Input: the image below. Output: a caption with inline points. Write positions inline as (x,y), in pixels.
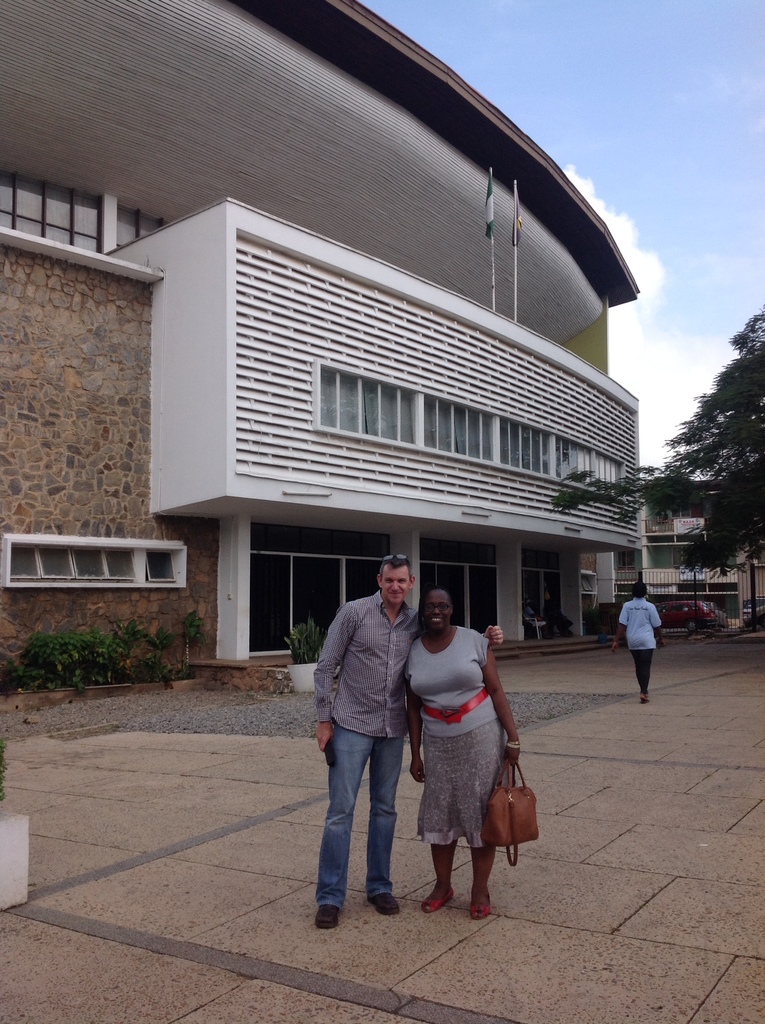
In this image there is the sky (672,138), there are clouds (657,327) in the sky (651,304), there is a building (347,443), there are flags (516,236), there are plants (72,648), there is a tree (725,467) truncated towards the right of the image (729,405), there is a person (655,619) walking, there are two persons (391,743) standing and holding objects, there is an object (23,844) truncated towards the left of the image (8,864), there are stones (164,713).
